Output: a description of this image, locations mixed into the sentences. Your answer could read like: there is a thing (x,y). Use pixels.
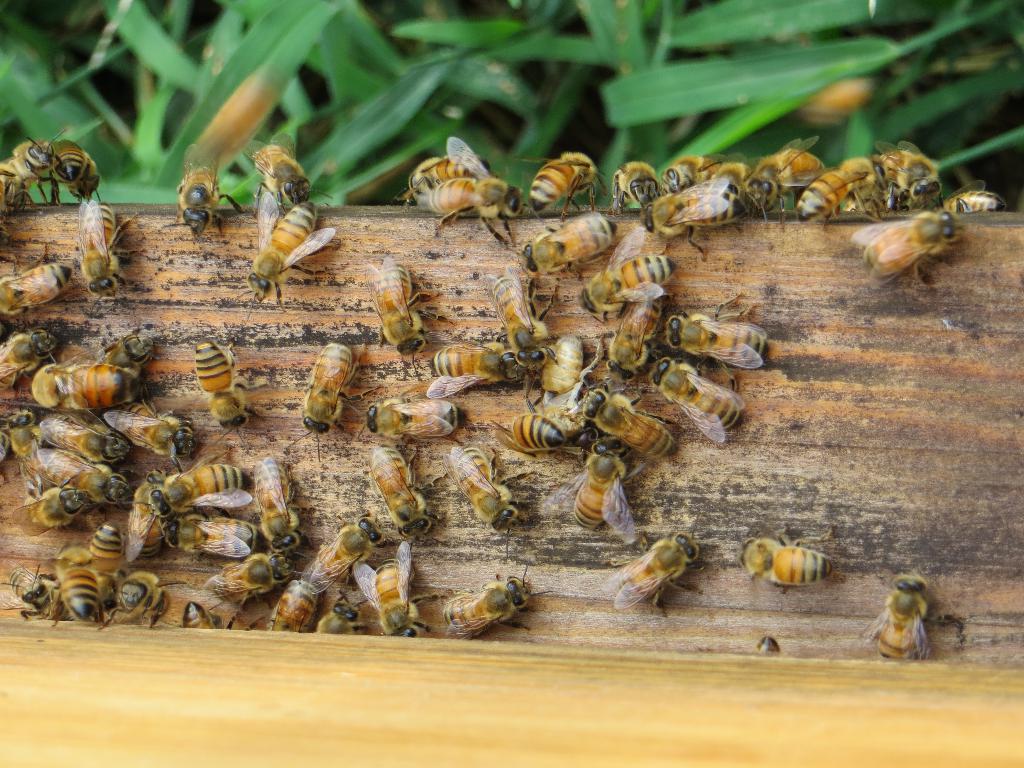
In the center of the image (529,260) we can see honey bees (624,297) are present on wood (730,466). At the top of the image (546,78) we can see some plants (368,203).
